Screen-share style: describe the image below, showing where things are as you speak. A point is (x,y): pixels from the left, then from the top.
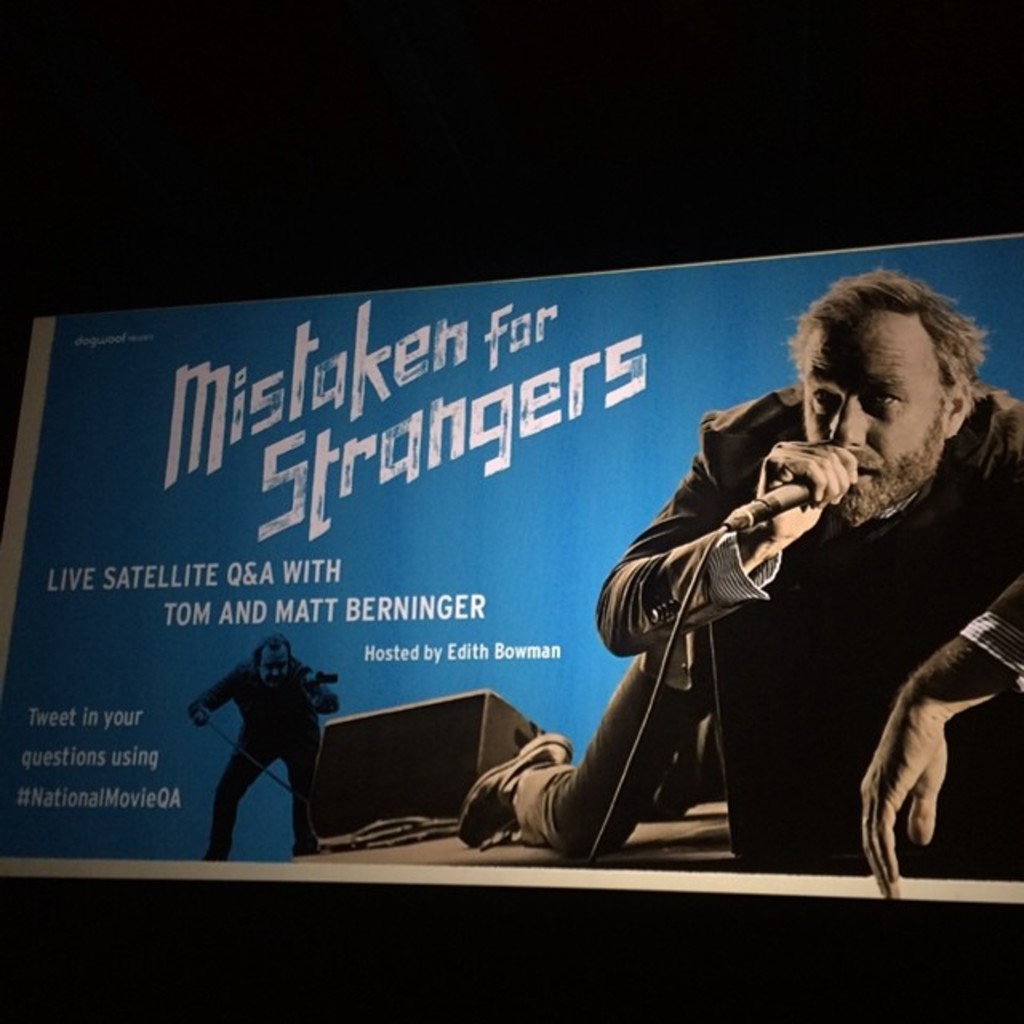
There is a blue poster (353,368). A person (714,570) is present on it holding a microphone (759,513). The background is black.
